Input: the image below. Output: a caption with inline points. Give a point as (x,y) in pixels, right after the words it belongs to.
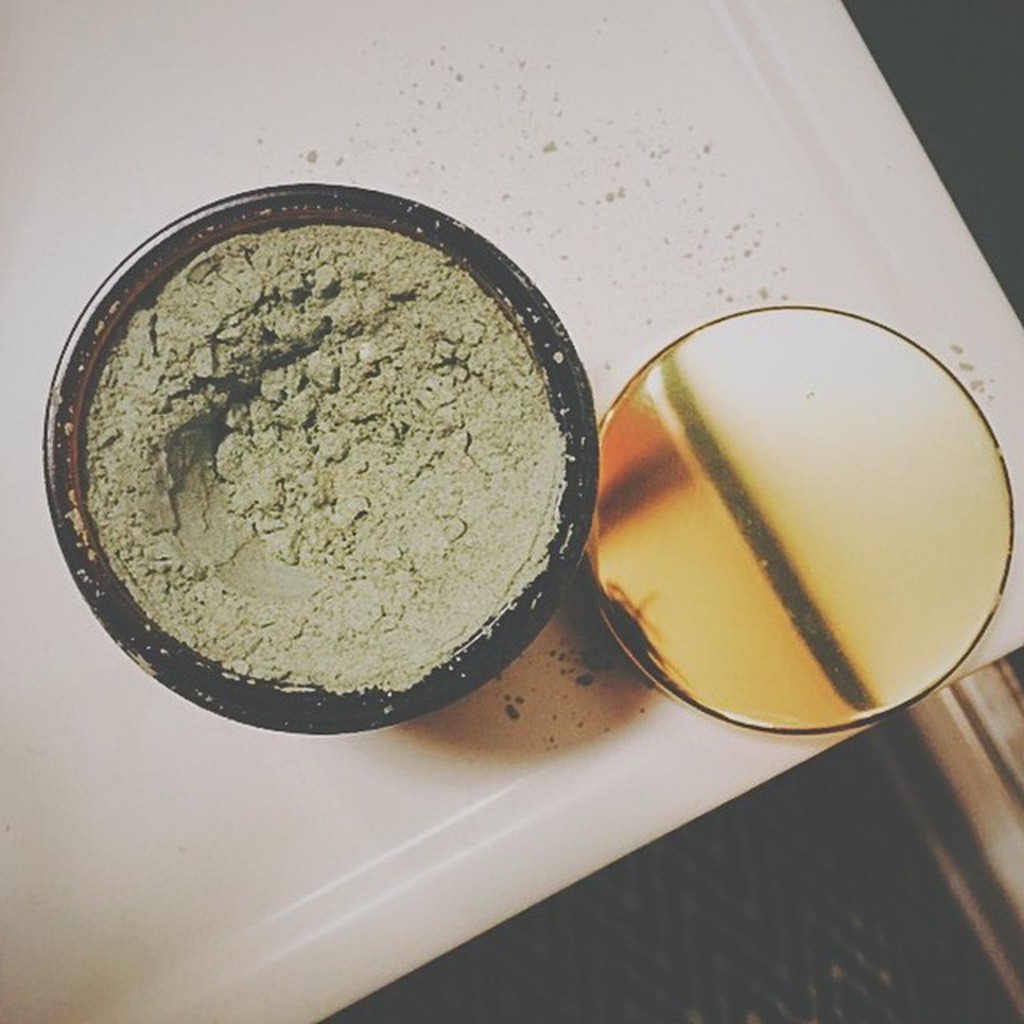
In this image we can see some powder (327,350) in a bowl (81,422) and a mirror (645,478) on the white surface (581,157). In the background of the image (925,46) there is the floor (923,1005).
